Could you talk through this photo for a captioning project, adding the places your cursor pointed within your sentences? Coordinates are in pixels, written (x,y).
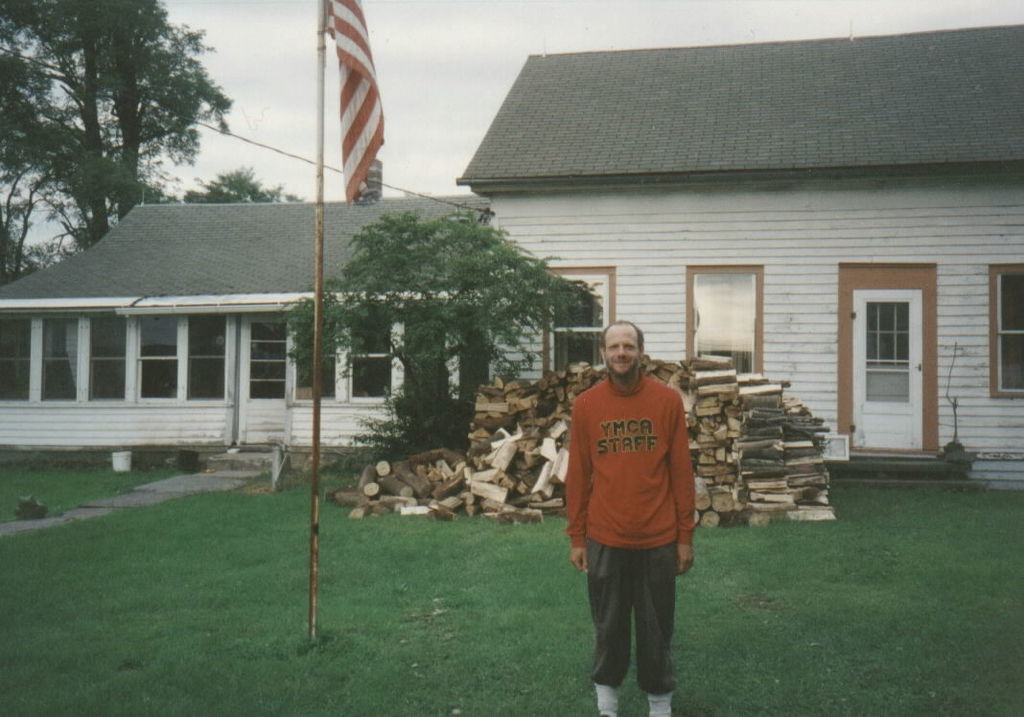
In this image I can see a man (574,474) is standing. I can see he is wearing orange dress (632,435) and on it I can see something is written. In the background (414,569) I can see grass (414,569), few trees (454,255), few buildings (360,212), a pole (314,551) and a flag (358,25).
